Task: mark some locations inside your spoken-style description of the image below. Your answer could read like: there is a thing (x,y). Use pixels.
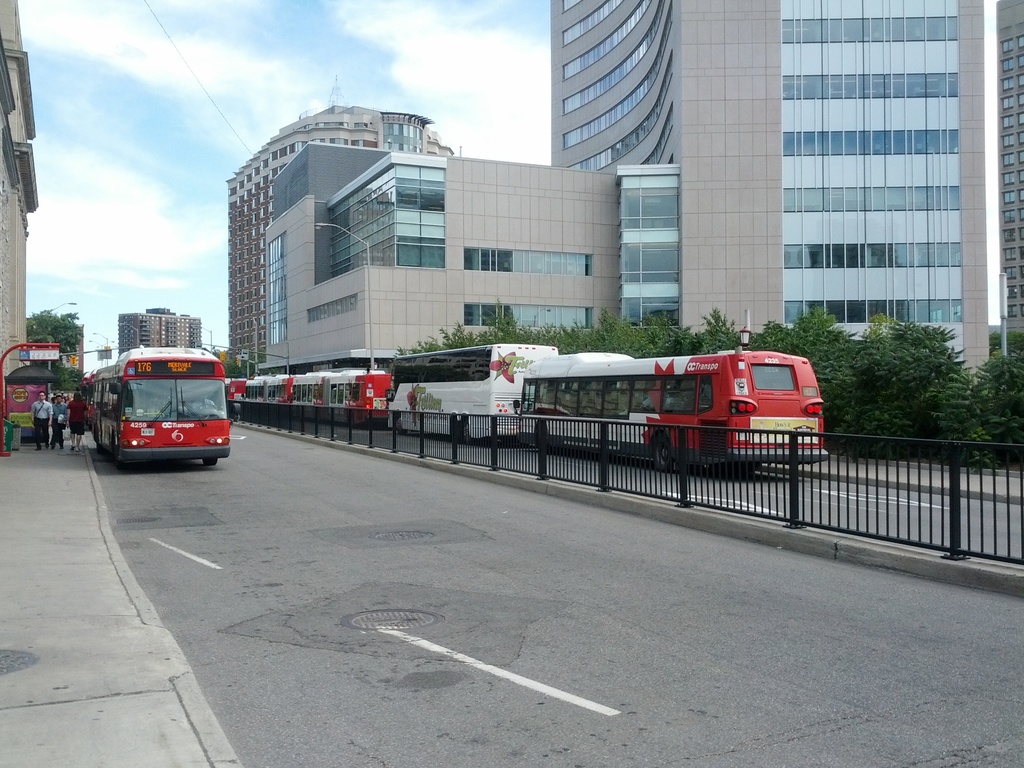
In this image there are a few buses (427,423) on the road (247,441), in the middle of the road (238,479) there is a metal rod fence (319,426), on the left side of the image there are a few pedestrians (36,409) walking on the pavement (18,487), behind them there is a bus stop (11,416), in the background of the image (20,333) there are lamp posts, trees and buildings (310,219), at the top of the image (266,101) there are clouds (158,234) in the sky (43,307).
